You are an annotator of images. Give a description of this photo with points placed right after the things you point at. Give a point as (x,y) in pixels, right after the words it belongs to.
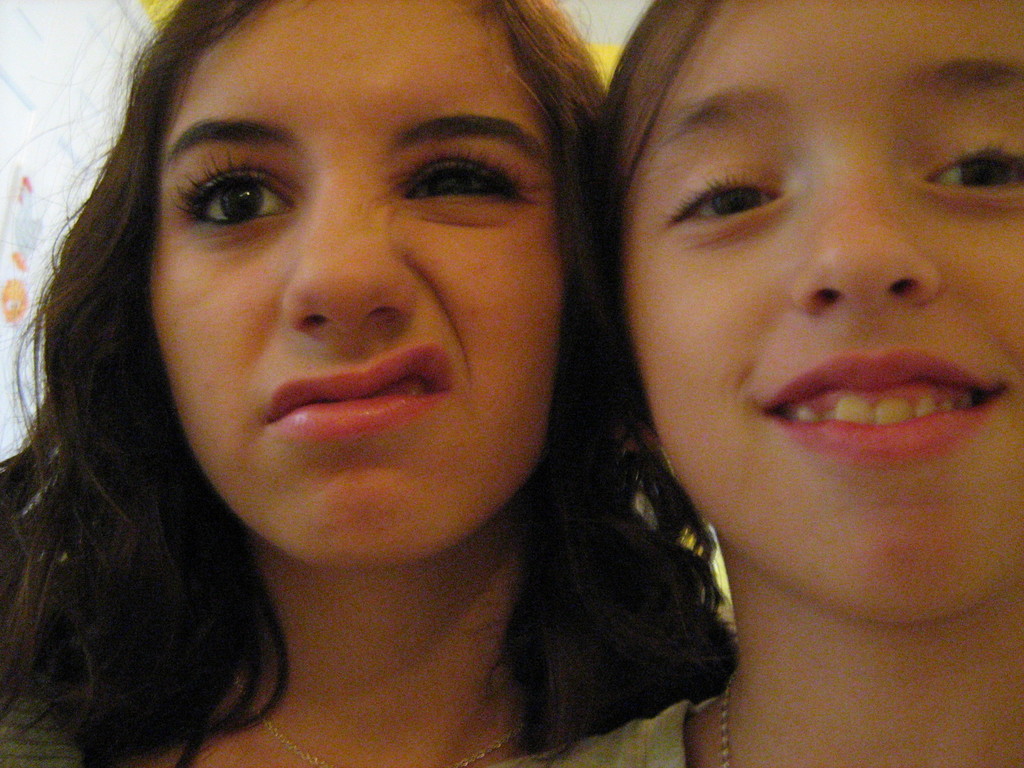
In this image we can see two people (433,450) and wall (66,104) in the background (33,95).
